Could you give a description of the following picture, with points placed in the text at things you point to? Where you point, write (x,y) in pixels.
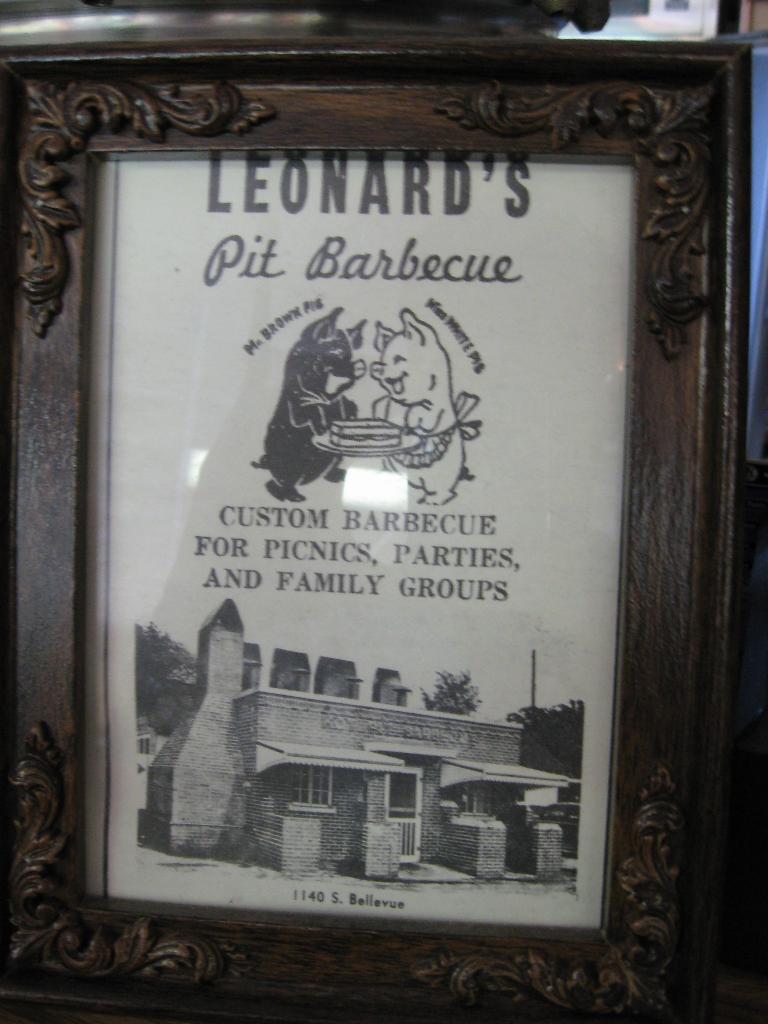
In this image I can see the frame (216,932). In the frame (252,923) I can see the building (415,856), tree (459,685) and the sky (427,611). I can see something is written in the frame (362,524).
